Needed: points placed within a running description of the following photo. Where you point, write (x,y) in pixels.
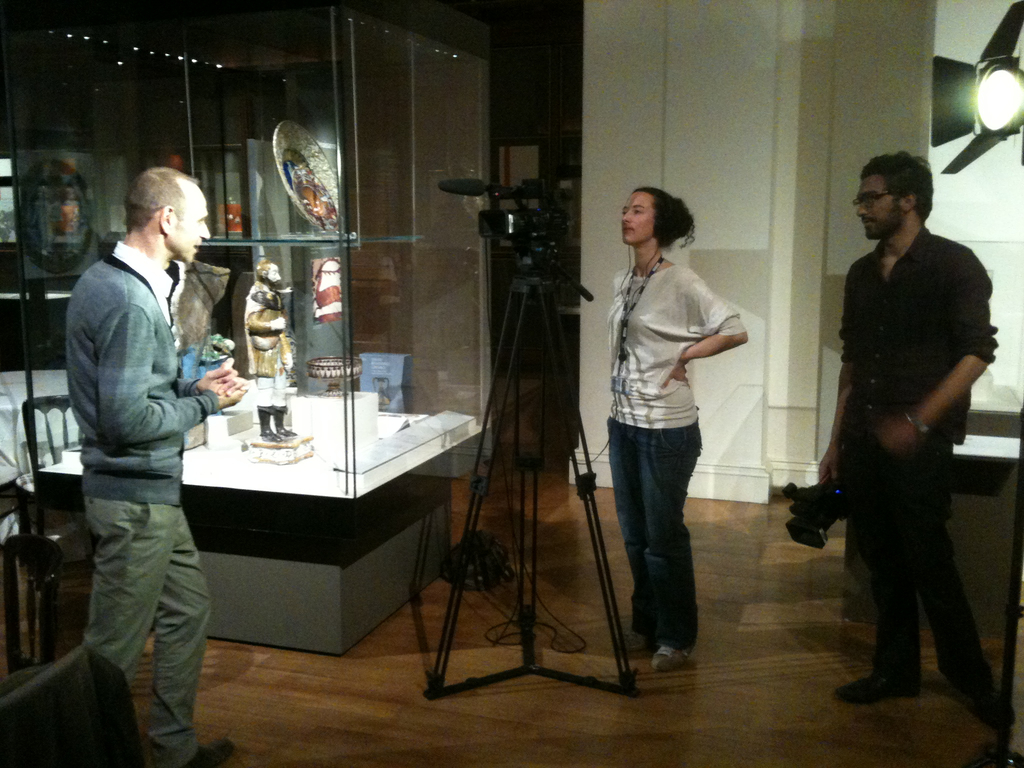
In this picture we can see few people (877,382), in front of them we can find a camera (543,188) on the stand (560,379), and also we can see few other things (201,265), in the right side of the given image we can see a man (844,333) is holding a camera (816,504) in his hand (832,456), in the background (992,65) we can find a light (1022,121).
